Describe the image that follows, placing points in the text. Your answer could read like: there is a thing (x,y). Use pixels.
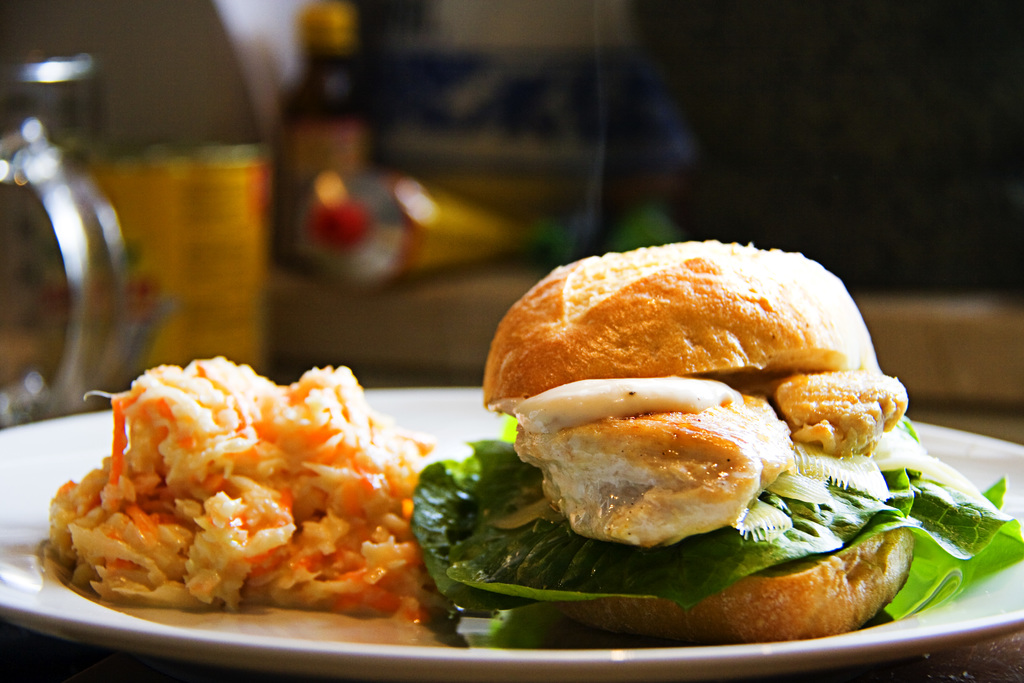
In this picture I can see food (630,385) in the plate (70,417) and I can see a bottle (331,121) and a metal box (173,285) on the table (964,366).
